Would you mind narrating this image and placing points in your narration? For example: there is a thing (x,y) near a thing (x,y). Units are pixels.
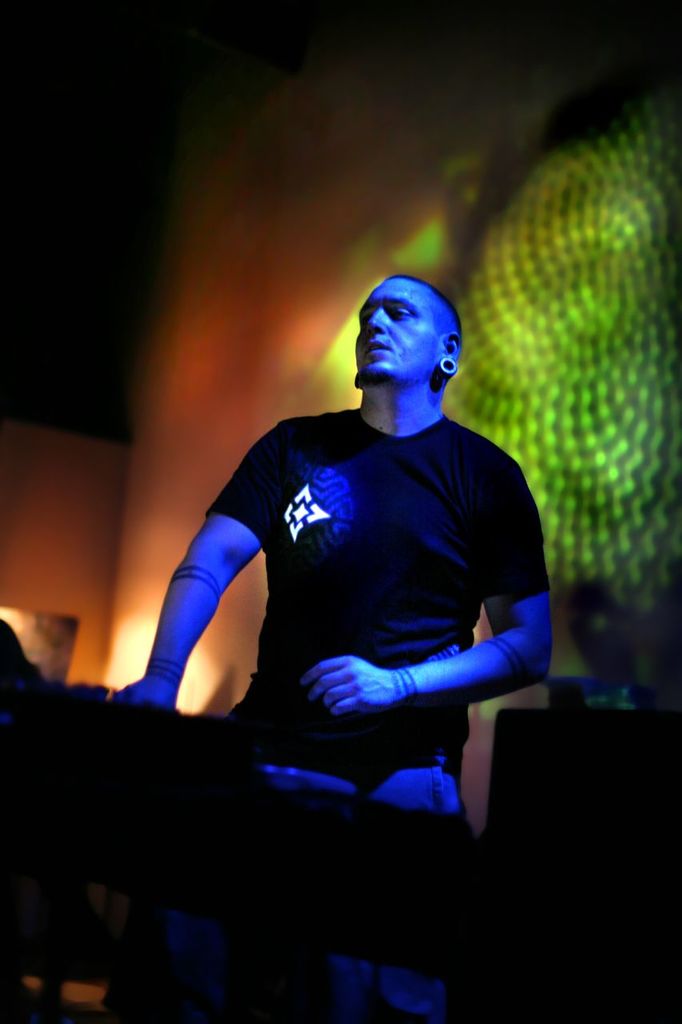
In this picture I can see there is a man (371,562) standing here and he is wearing a black shirt (414,642) and there are lights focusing on him and on the wall (481,236) in the backdrop (346,233).
